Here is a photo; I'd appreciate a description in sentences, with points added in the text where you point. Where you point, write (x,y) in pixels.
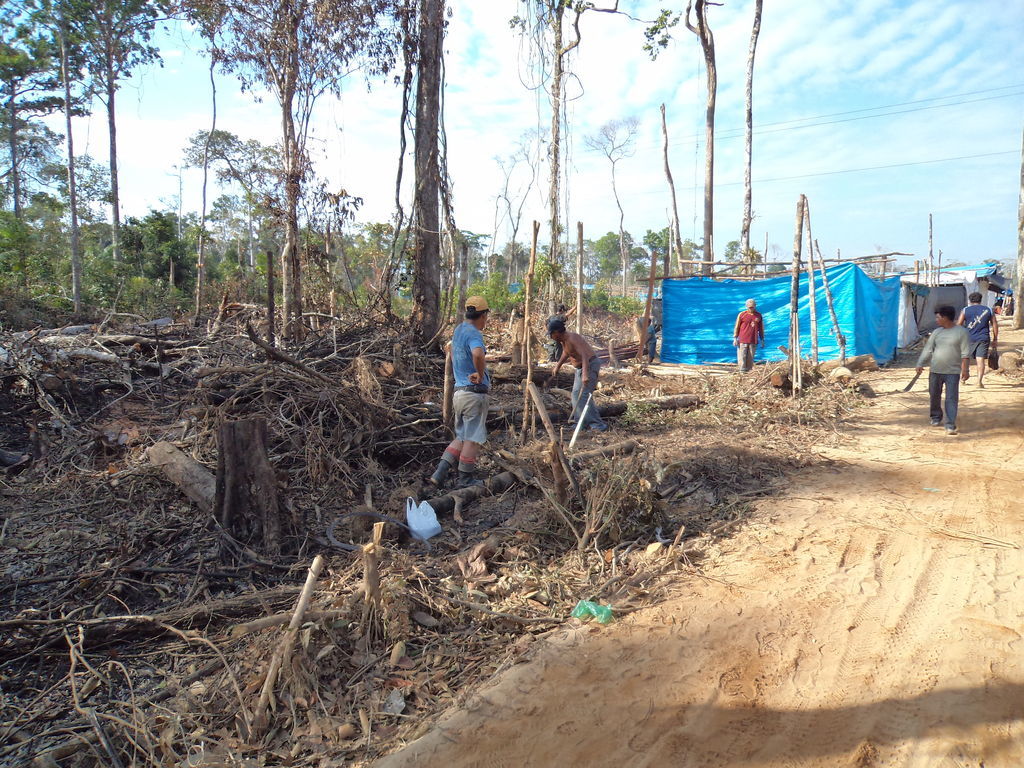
In this picture I can see group of people (650,349) standing, there are tree trunks (166,447), branches (426,434), these are looking like houses (883,359), there are trees (1021,222), cables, and in the background (859,10) there is sky (848,20).
